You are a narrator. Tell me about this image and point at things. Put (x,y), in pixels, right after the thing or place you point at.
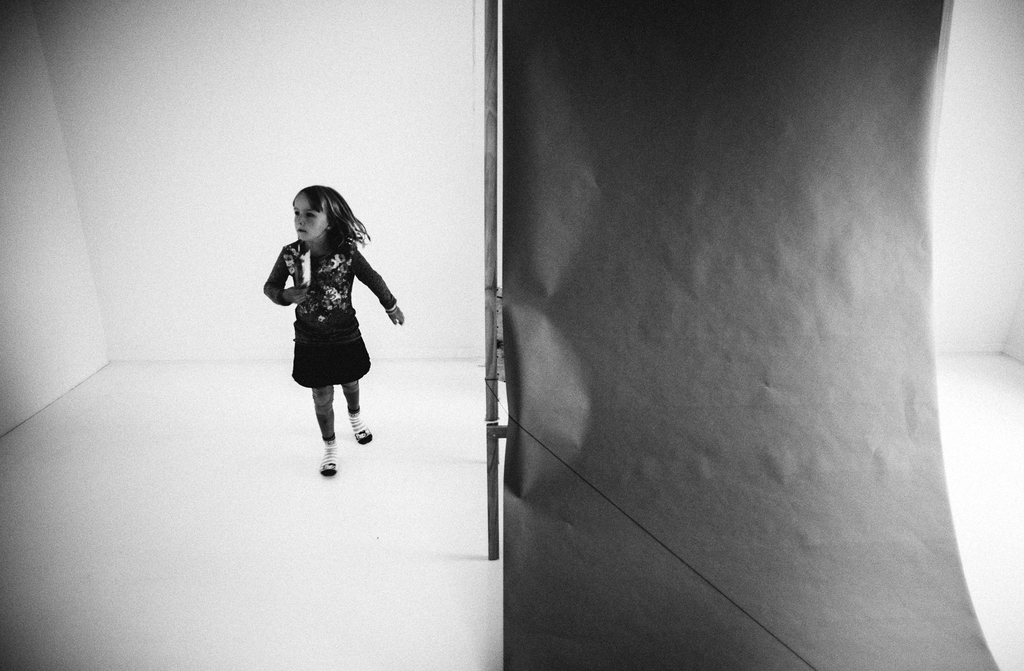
In this image I can see in the middle (361,434) a girl (348,387) is running, she wore dress (329,309). This image is in black and white color.
